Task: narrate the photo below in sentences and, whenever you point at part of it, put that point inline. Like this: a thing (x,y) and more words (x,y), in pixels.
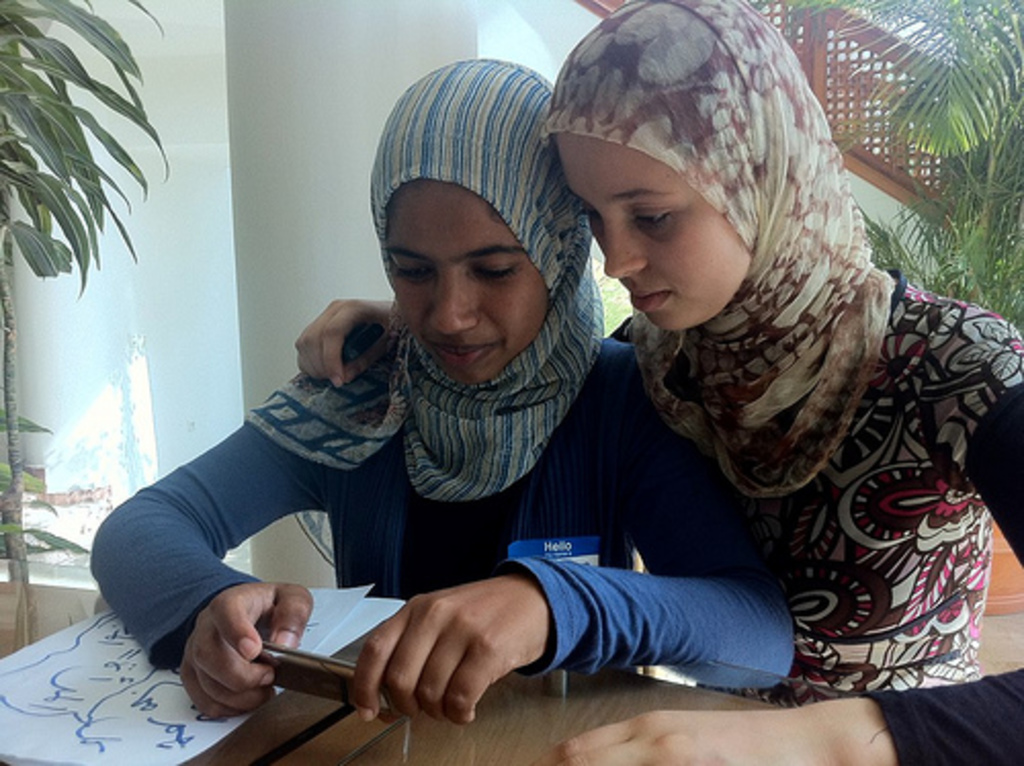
In this image, we can see two persons (788,512) in front of the table (530,683). There is a person (465,425) in the middle of the image (527,279) holding a mobile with her hands (457,678). There are papers (153,694) in the bottom left of the image (63,677). There is a plant (10,449) on the left (94,216) and on the right side of the image (982,279). In the background (296,199), we can see a wall (248,116).
